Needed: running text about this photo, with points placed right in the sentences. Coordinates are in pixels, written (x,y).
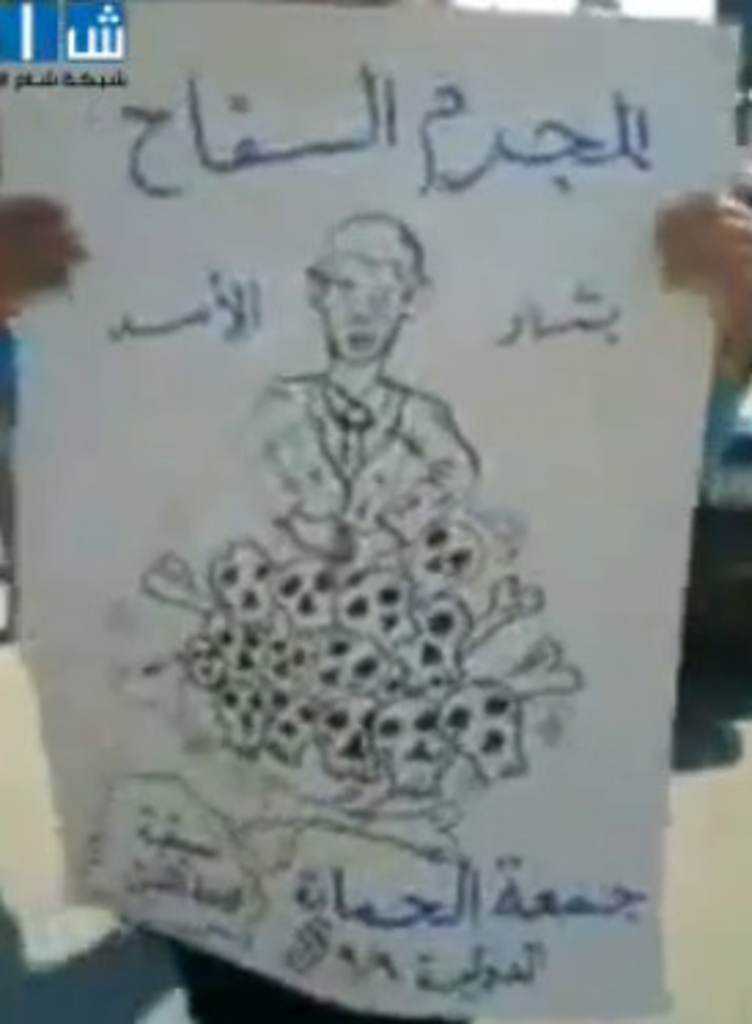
In this picture we can see a paper (326,438) with drawing (388,582) and some text (412,905) on it. In the background (726,564) we can see some objects (740,484).
